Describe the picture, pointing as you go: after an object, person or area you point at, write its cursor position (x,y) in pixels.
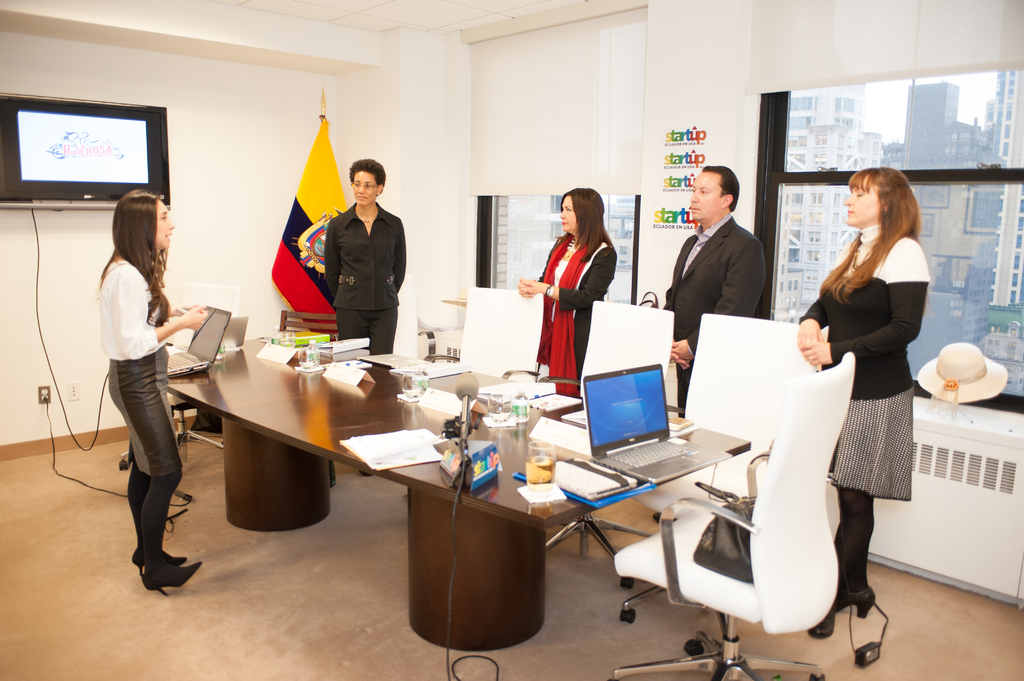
There are five members (337,282) standing in a room (285,279). Four of them are women (580,285) and a one guy (720,284) is a man (716,244). There are five chairs (757,353) around the table (523,426). There are some accessories (461,432) on the table (487,429) along with the laptop (637,426). In the background (318,235) we can observe a flag (308,186) and TV (100,140). Through the window (972,279) there are some windows (863,150) and sky (968,104) here.
